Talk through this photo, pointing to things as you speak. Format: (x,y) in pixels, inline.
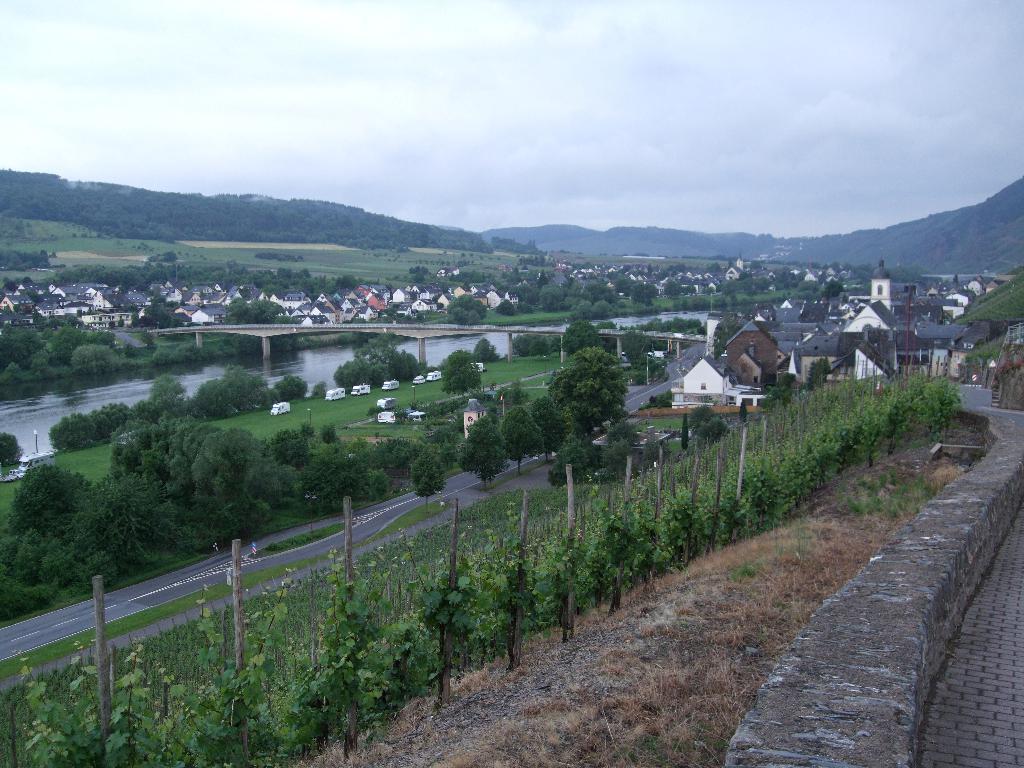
This is the picture of a city (924,352). In this image there are buildings (133,303) and trees (726,421) and there is a bridge (219,327) and there are vehicles (380,419). At the back (21,200) there are mountains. At the top (491,52) there is sky (399,54) and there are clouds (338,99). At the bottom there is water (614,324) and there is grass (356,422) and there is a road (417,506). In the foreground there is a fence (974,479) and there are plants (626,526). On the right side of the image (992,763) there is a road (952,750).
